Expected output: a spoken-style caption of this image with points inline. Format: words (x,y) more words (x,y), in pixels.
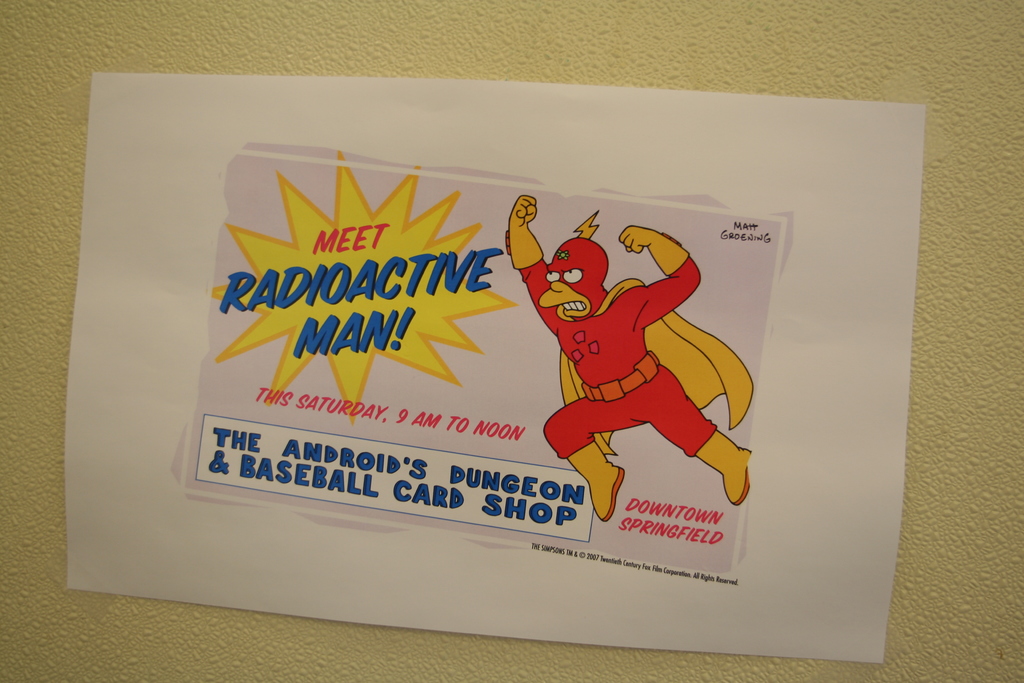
In this image we can see a paper (680,305) on the wall (4,226). On the paper (534,321), we can see some text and image (625,348).
